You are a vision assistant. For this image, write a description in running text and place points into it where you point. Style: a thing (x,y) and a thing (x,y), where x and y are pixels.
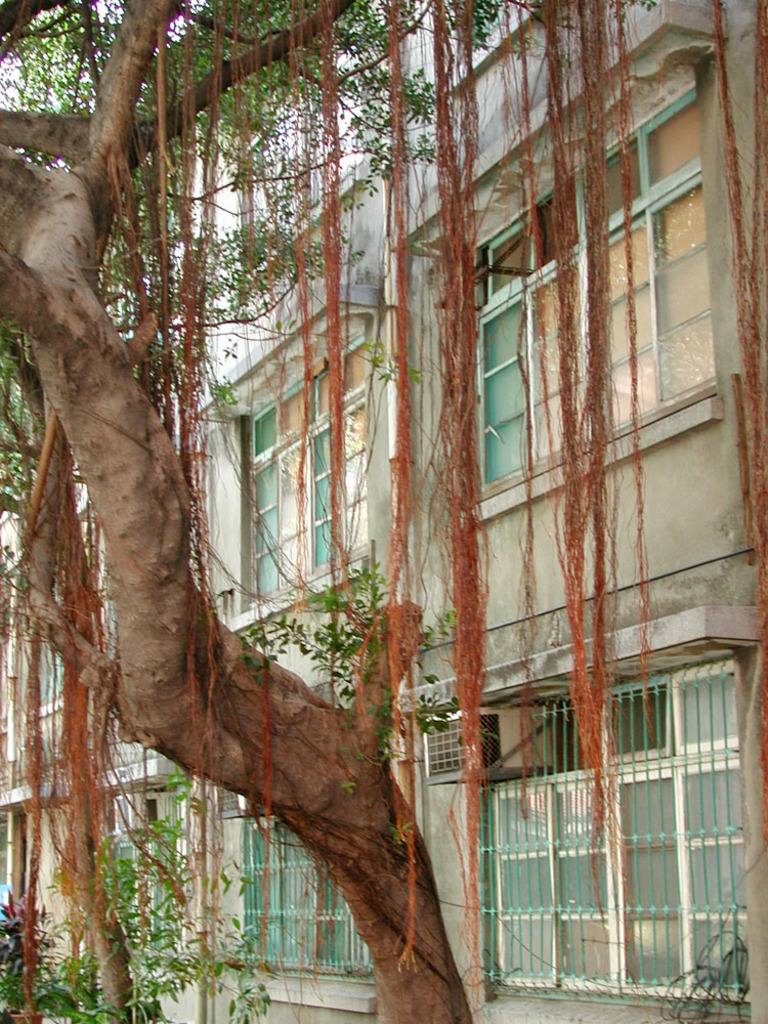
This picture is clicked outside. On the left (99,313) we can see the trunk (246,746) and branches (71,129) of a tree (74,459). On the right (649,215) there is a building (495,822) and we can see the windows (554,872) of the building (38,895) and we can see some other items (12,995).
